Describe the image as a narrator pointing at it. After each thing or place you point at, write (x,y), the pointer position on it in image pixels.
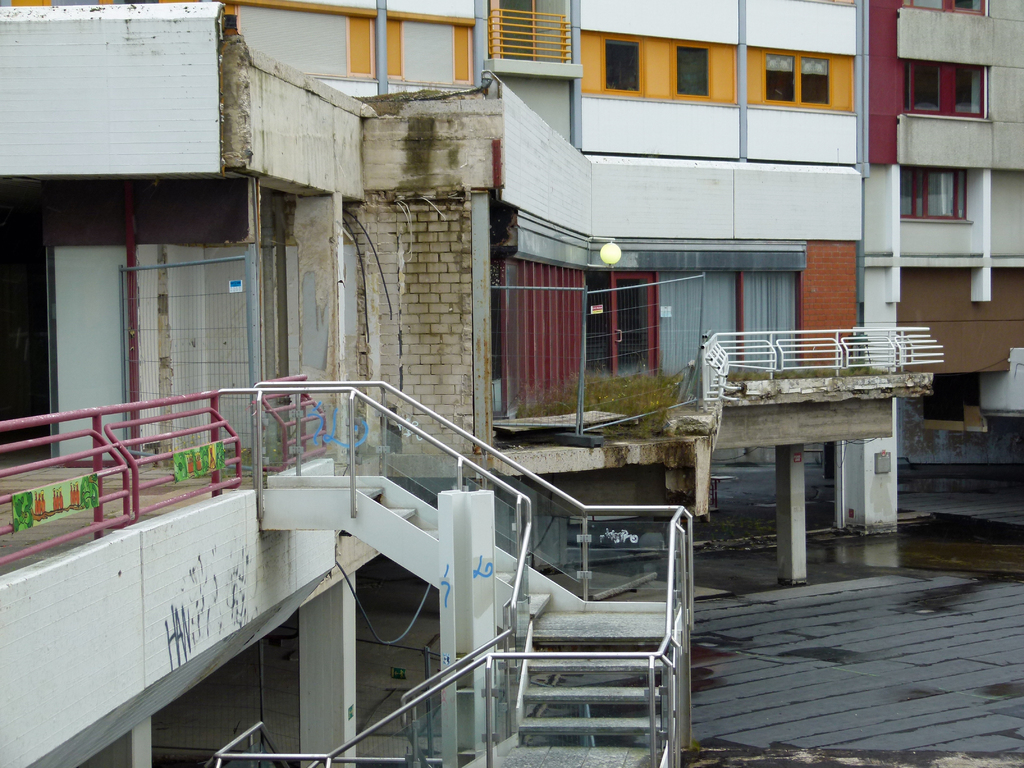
As we can see in the image there are buildings (646,82), windows (618,43), curtains (773,314), stairs (606,634) and water (869,540).
